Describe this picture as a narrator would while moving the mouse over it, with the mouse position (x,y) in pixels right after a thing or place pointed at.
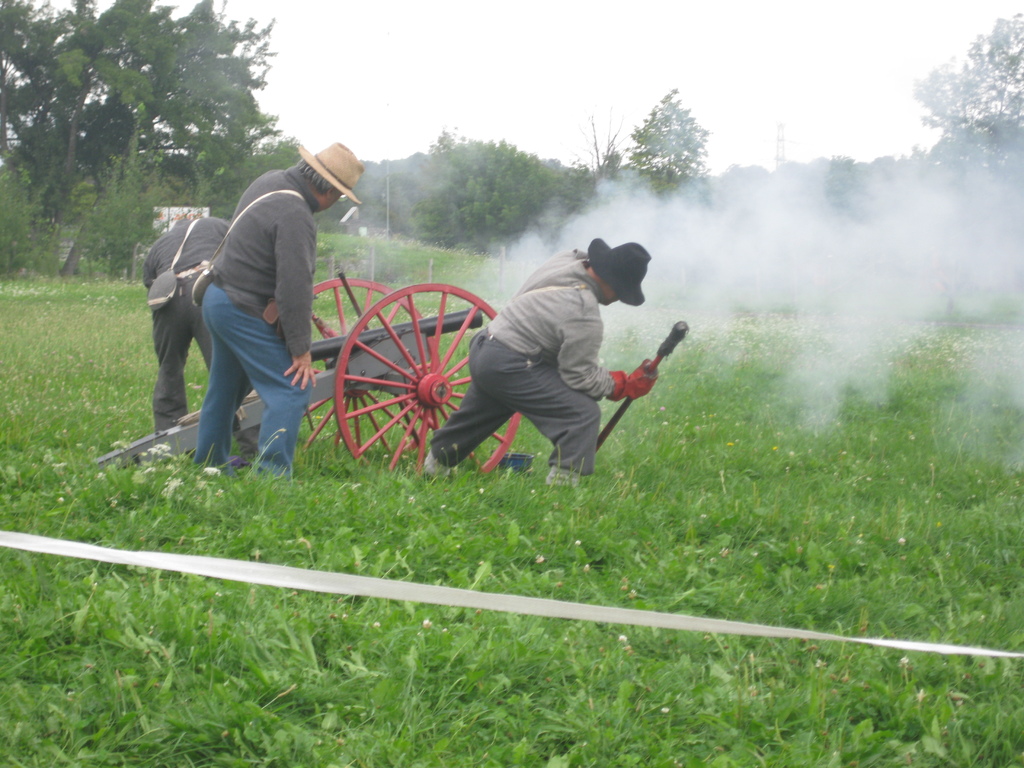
In this picture, we see a cannon (371,374) with red color wheels (339,399). Beside that, we see three men (310,219) are standing. The man (574,318) in grey jacket (561,354) is holding something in his hand (651,379). He might be firing the cannon (504,436). At the bottom of the picture (529,626), we see herbs (474,659) and grass (584,661). There are trees (501,167) in the background (239,139). At the top of the picture (651,67), we see the sky (548,128).
